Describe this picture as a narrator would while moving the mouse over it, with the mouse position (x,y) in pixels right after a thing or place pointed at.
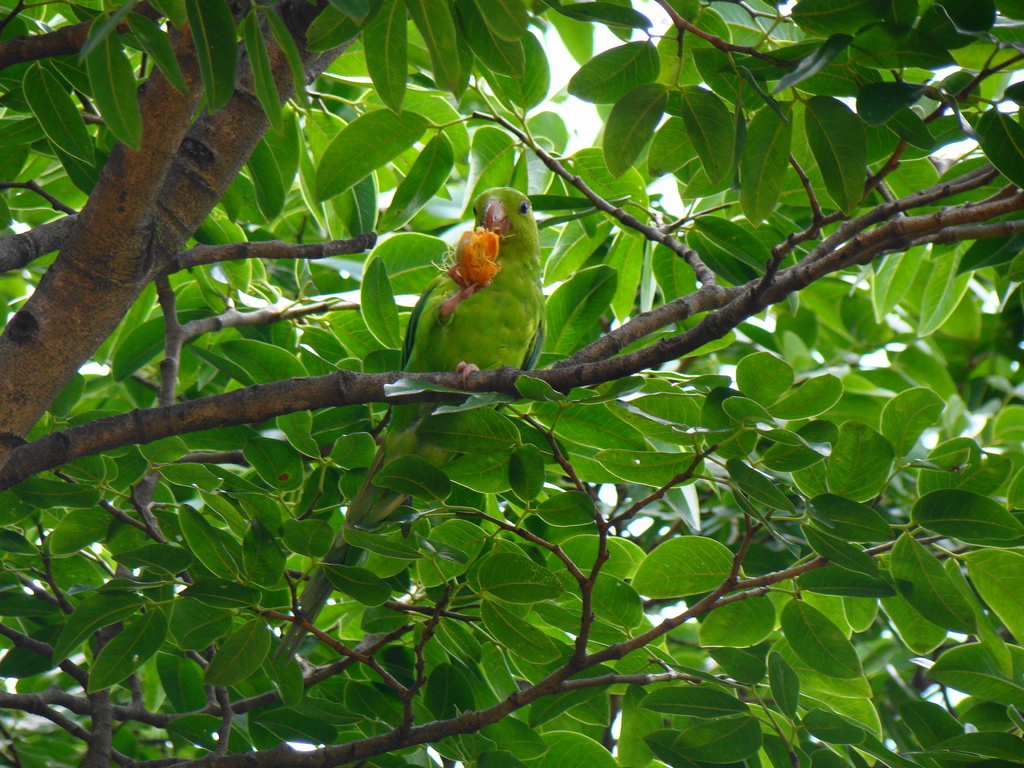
In this picture there is a parrot (459,302) standing on a stem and holding an object (471,273) and there are many leaves (642,203) behind it.
